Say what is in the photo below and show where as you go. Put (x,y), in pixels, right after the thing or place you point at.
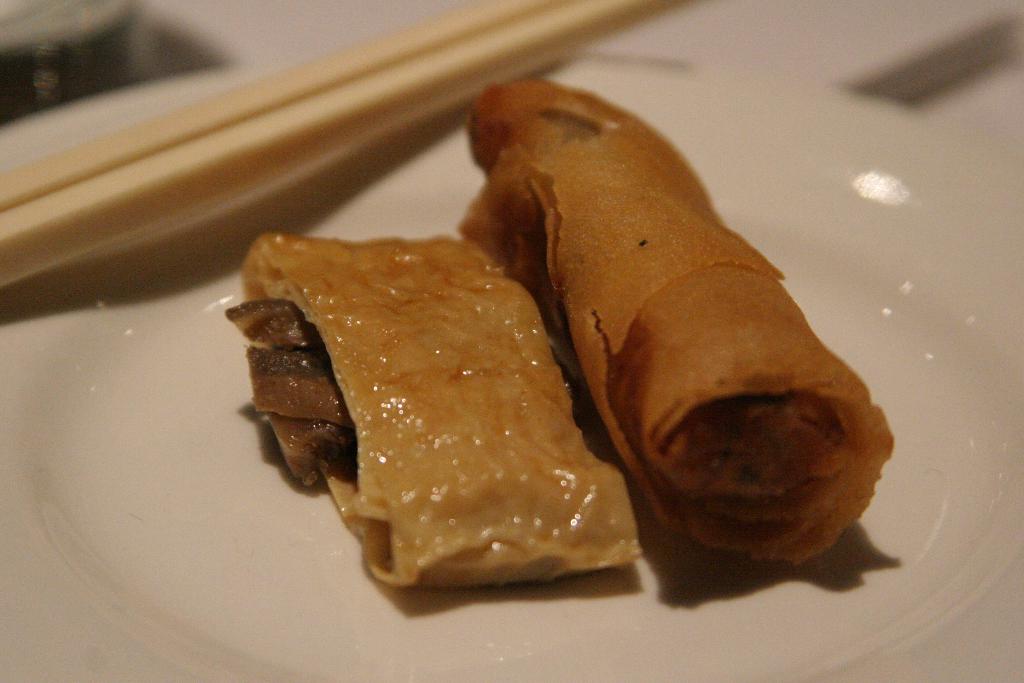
In this image i can see a white plate (180,551) which is filled of food item (665,398) and beside i can see a chopsticks (136,190).
